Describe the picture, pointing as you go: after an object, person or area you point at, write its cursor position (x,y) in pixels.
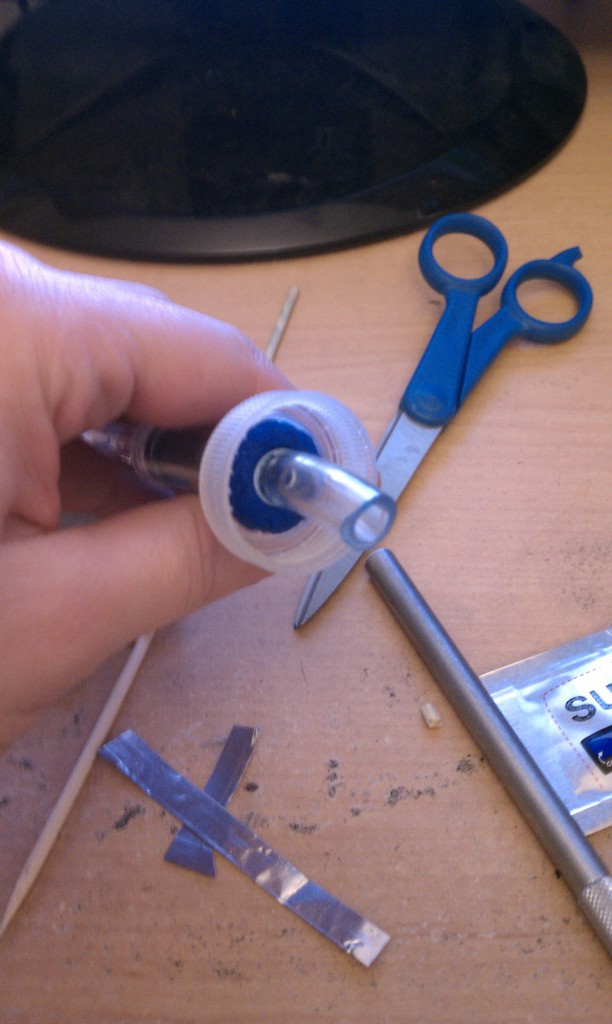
In this image we can see hand (73,375) of a person (107,506). On that we can see an object (261,472) in the hand (149,539). And we can see a wooden surface (293,846). On that there is scissors (402,420), stick (144,643), tape (175,798) and some other items (295,146).
